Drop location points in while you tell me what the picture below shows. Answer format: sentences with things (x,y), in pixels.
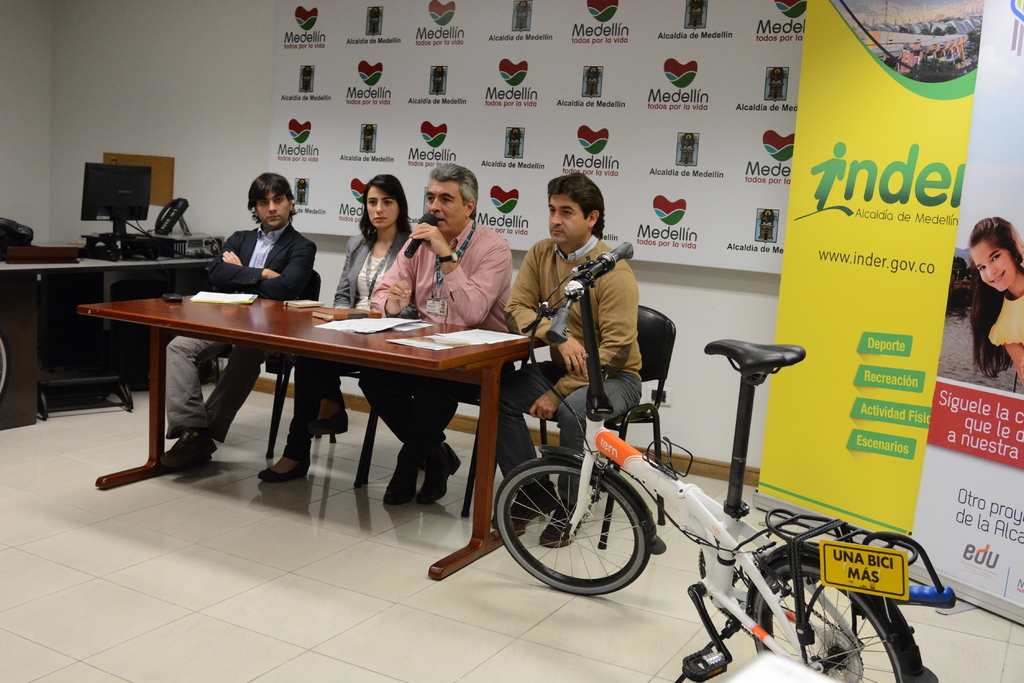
On the background (360,72) we can see a wall (142,74), flexi (838,79) and a hoarding board (561,101). This is a bicycle (697,523). here we can see few persons (547,283) sitting on the chairs (667,324) in front of a table (375,366) and on the table (351,345) we can see papers (399,342). he is holding a mike (432,220) in his hand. At the left side of the picture (194,281) we can see a table (150,267) and a monitor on it. this is a floor (235,607).
